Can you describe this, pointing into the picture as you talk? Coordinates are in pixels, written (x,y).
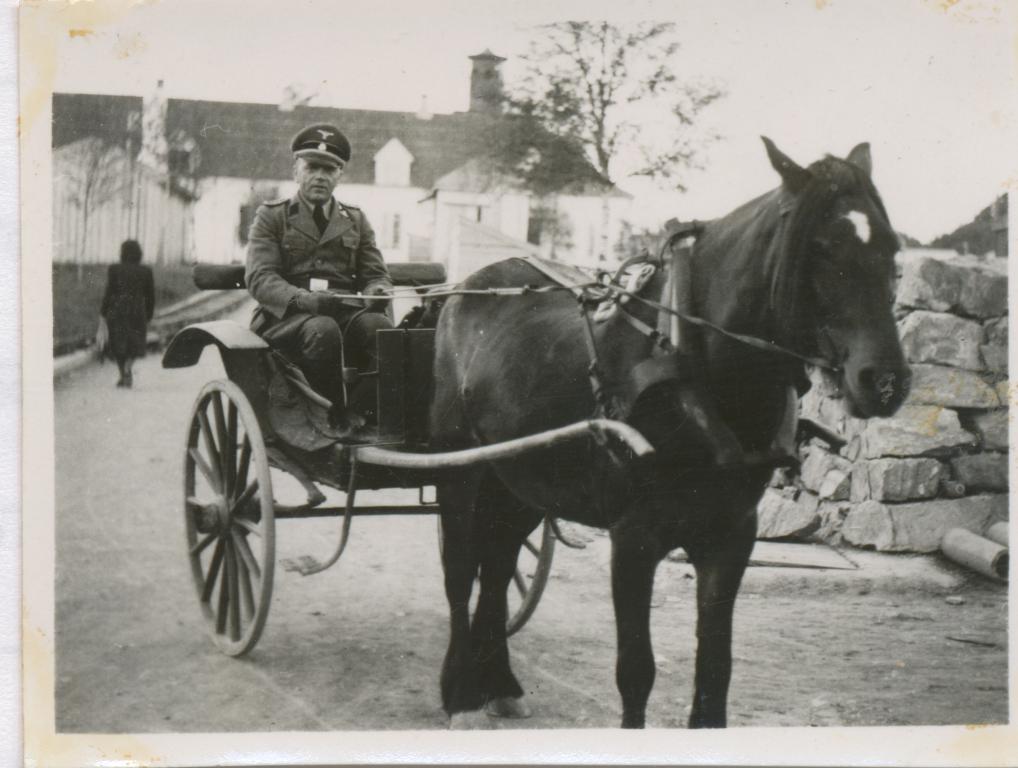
In this image there is a person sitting on the horse cart (466,523). Behind the cart (223,336) there is a person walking and she is holding some object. On the right side of the image (830,460) there are rocks (781,488). In the background of the image (443,245) there are buildings (379,176), trees (565,117). At the top of the image (372,45) there is sky (369,40). On the left side of the image (102,276) there is grass (85,268) on the surface (61,279).
